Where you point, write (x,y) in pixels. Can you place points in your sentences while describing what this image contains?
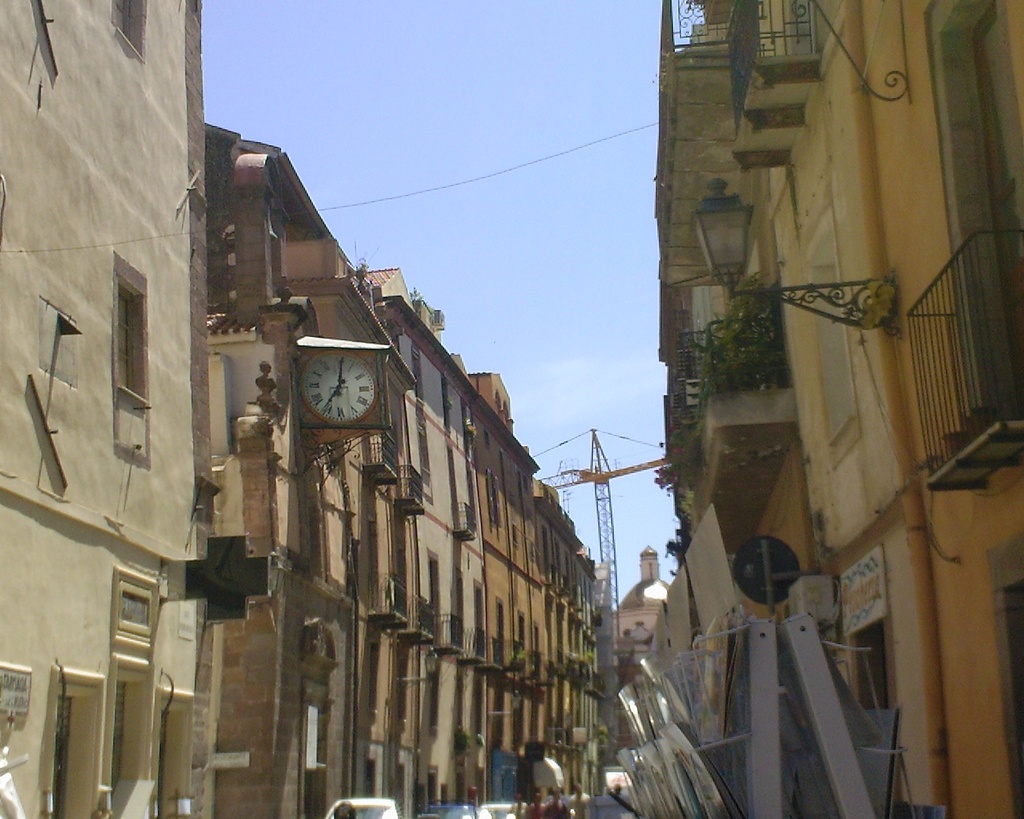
In this image there are buildings (873,545). At the bottom (533,799) there are cars (493,806) and people (553,806). In the center (581,472) we can see a crane (598,492). At the top (469,56) there is sky (441,67).
